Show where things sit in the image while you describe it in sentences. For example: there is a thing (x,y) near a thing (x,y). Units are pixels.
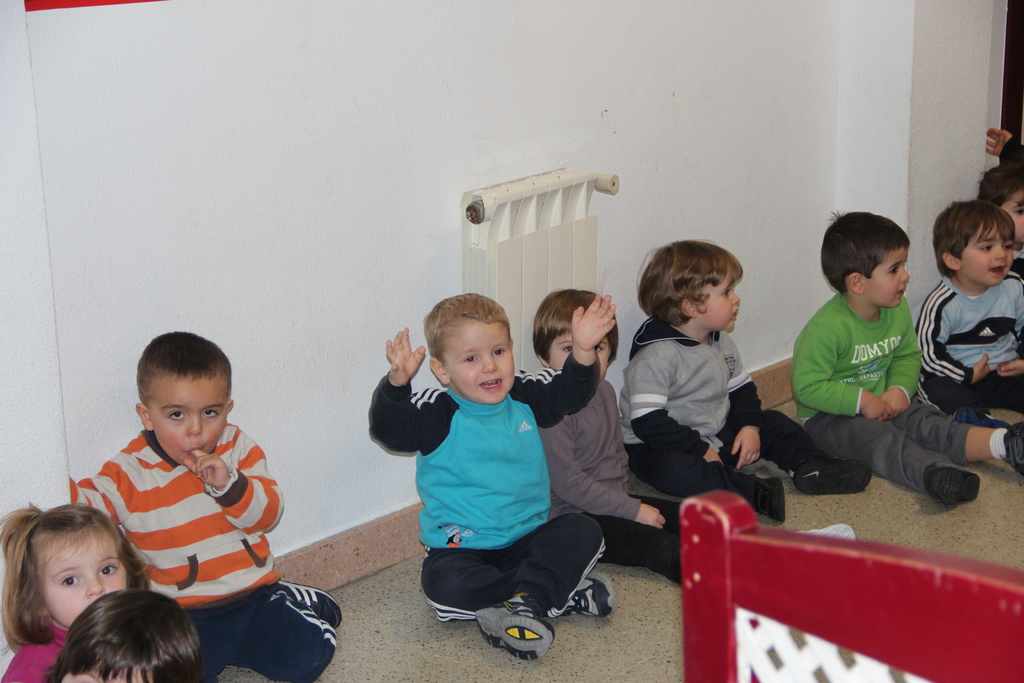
In the bottom right corner of the image (742,524) we can see a chair (710,602). In the middle of the image (469,309) few kids (88,645) are sitting and smiling. Behind them there is wall (319,19).
